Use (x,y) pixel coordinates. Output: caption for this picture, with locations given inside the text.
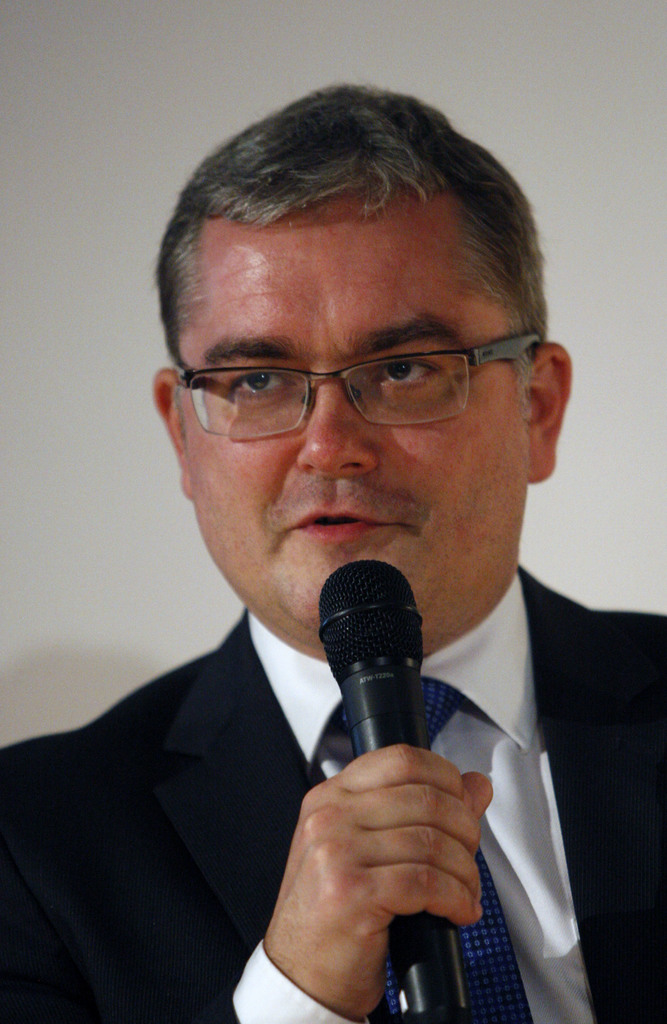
He's holding a mic (407,690). He's wearing a spectacle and tie (456,693).
